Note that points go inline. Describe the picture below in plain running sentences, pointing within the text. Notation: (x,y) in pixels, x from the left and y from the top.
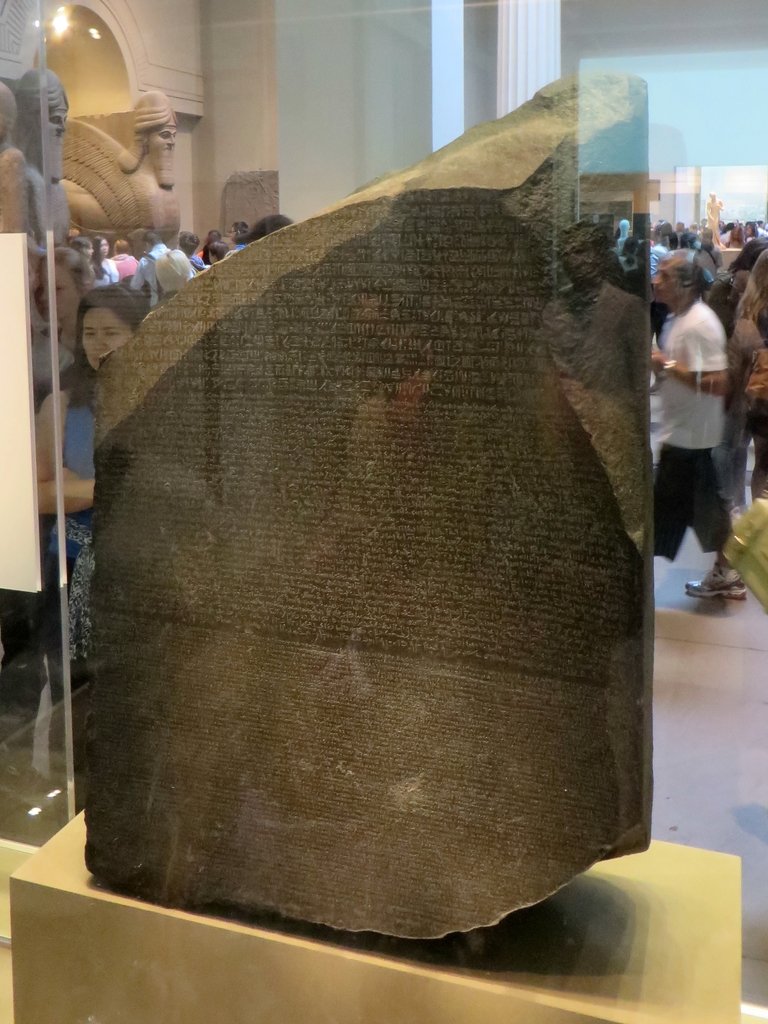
In this picture we can see a stone (369,296), sculptures (137,110) and a group of people (680,260) on the floor (694,565) and in the background (712,215) we can see a statue (712,205).
